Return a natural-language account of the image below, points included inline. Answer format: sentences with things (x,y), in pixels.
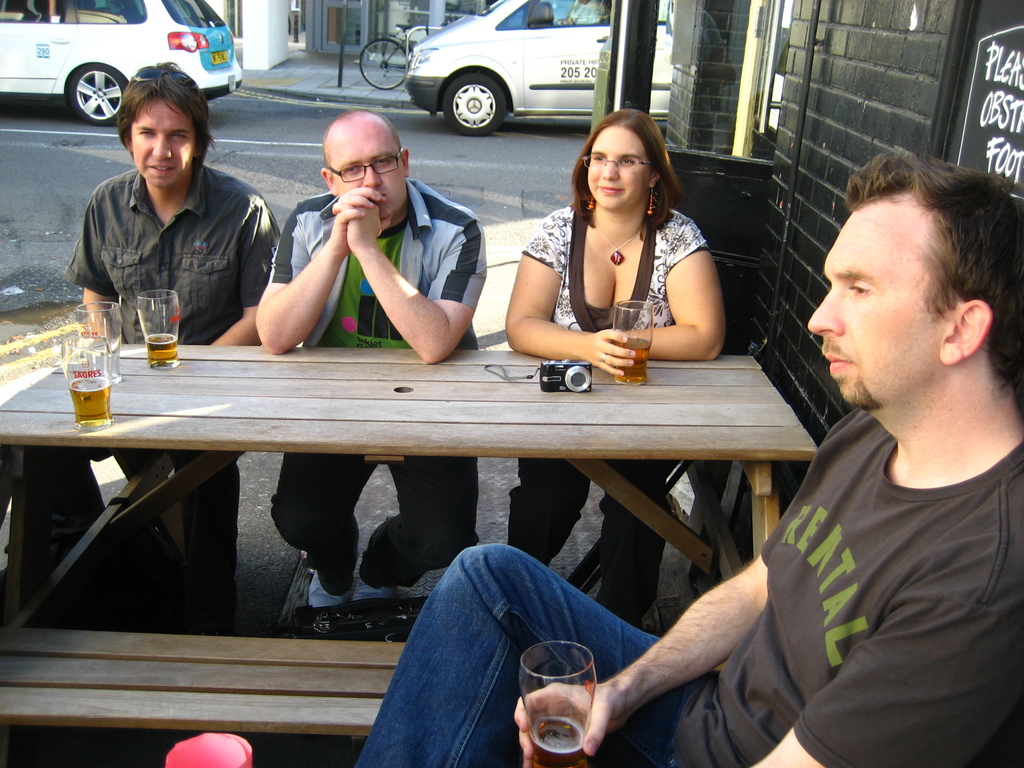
In this image I see 3 men (468,281) and a woman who are sitting and there is table (682,417) in front (680,436) on which there are glasses (628,367) and a camera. I can also see that this man (561,602) is holding the glass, In the background (667,91) I see the road (5,191), 2 cars (464,57) and a cycle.
